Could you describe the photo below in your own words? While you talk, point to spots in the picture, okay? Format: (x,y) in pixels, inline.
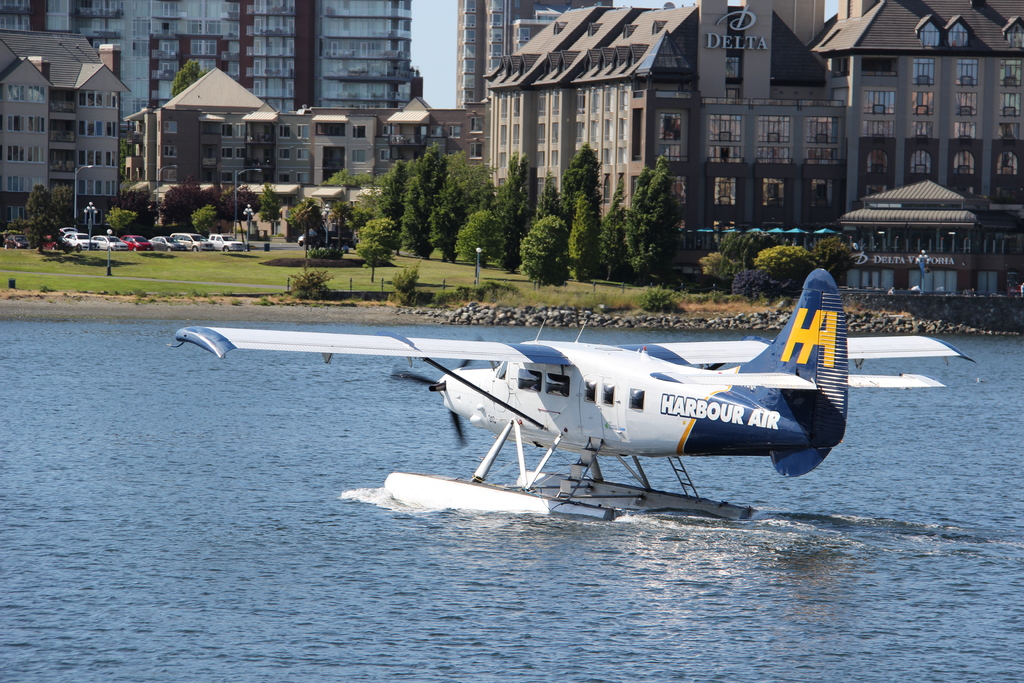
In this image, there is water (734,653), there is an aircraft (682,414) which is in white and blue color landing on the water (495,467), at the background (390,259) there are some green color trees (520,200) and there are some buildings (296,88).
